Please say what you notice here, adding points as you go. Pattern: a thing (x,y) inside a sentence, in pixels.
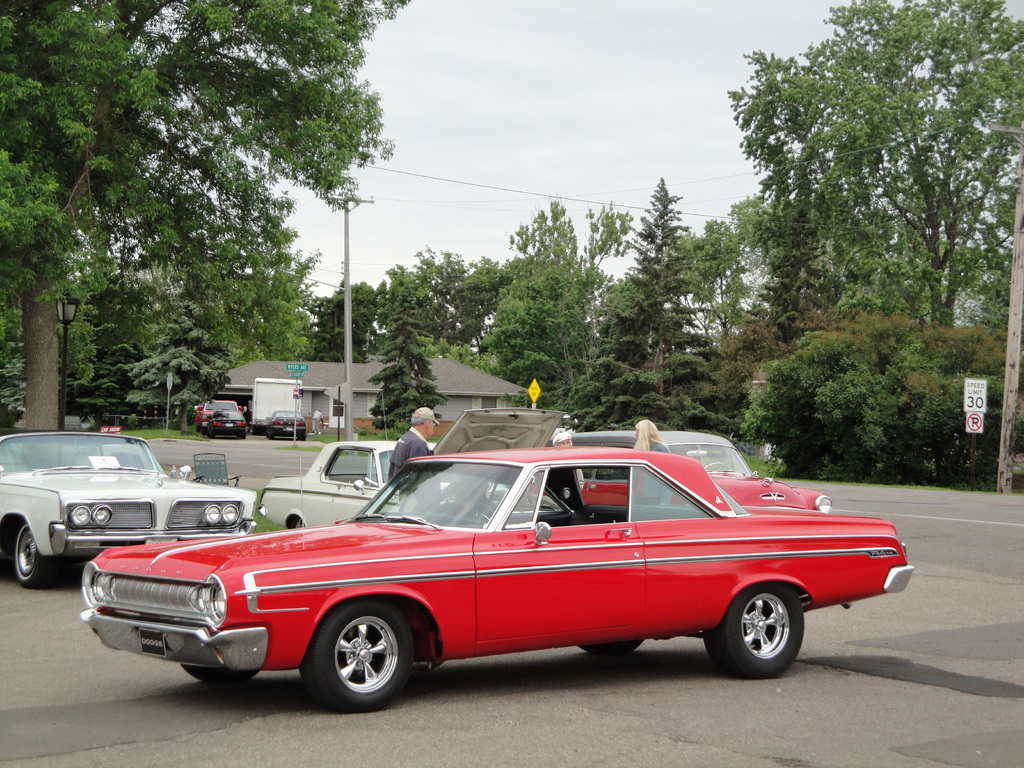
In the picture we can see some vintage cars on the road (79,689), they are red and cream in color and behind it, we can see two people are standing, and behind it, we can see some trees (783,245) and far away from it, we can see some houses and near to it we can see some cars (222,425), poles (295,416), and behind it also we can see trees (603,217) and sky (462,203).
